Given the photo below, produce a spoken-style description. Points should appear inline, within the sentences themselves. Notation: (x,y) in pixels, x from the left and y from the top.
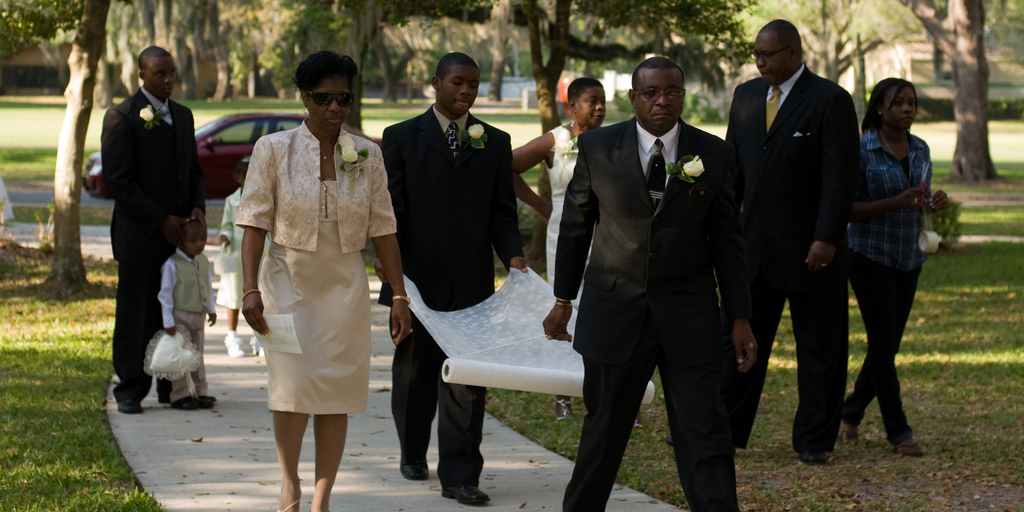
In this image there are people (767,156) standing and two men (601,343) are carrying a cloth (503,313), in the background (979,33) there is a car (226,152) on a road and there are trees (982,20).
